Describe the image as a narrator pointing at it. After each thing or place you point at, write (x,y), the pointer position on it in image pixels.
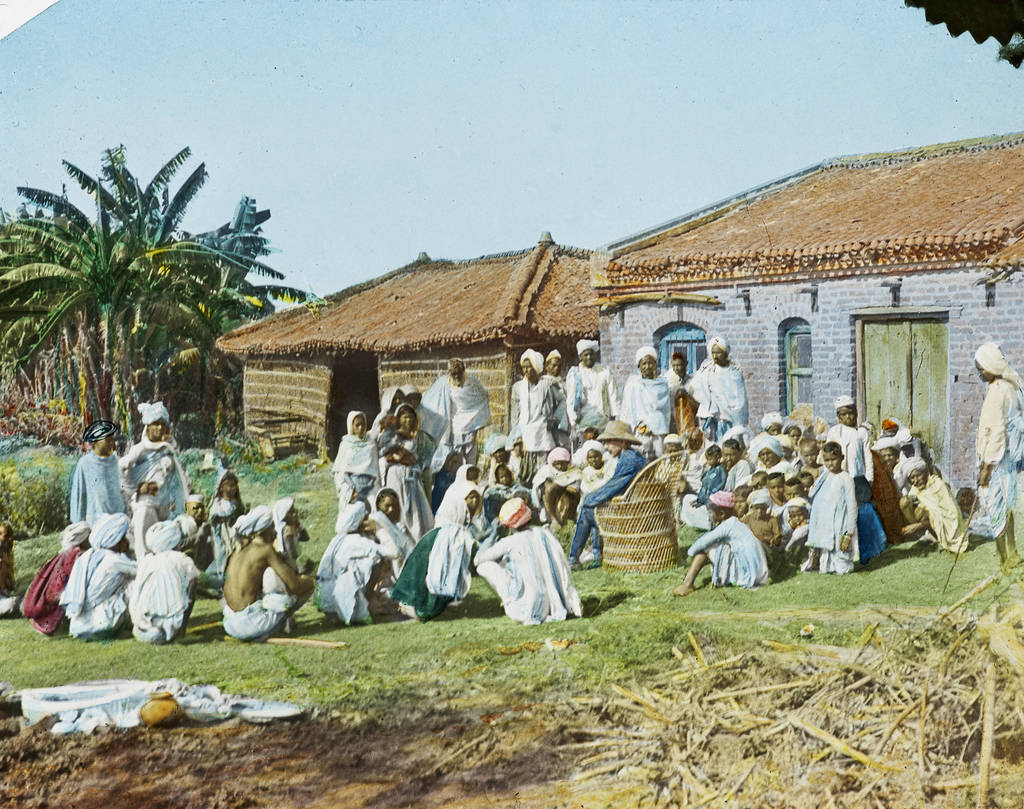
In the foreground (587,551), I can see some objects (277,710), chair (623,543) and a group of people (847,450) on grass (608,612). In the background (208,368), I can see houses (795,381), trees (149,319), doors (344,399) and the sky (510,162). This image is taken in a day.
